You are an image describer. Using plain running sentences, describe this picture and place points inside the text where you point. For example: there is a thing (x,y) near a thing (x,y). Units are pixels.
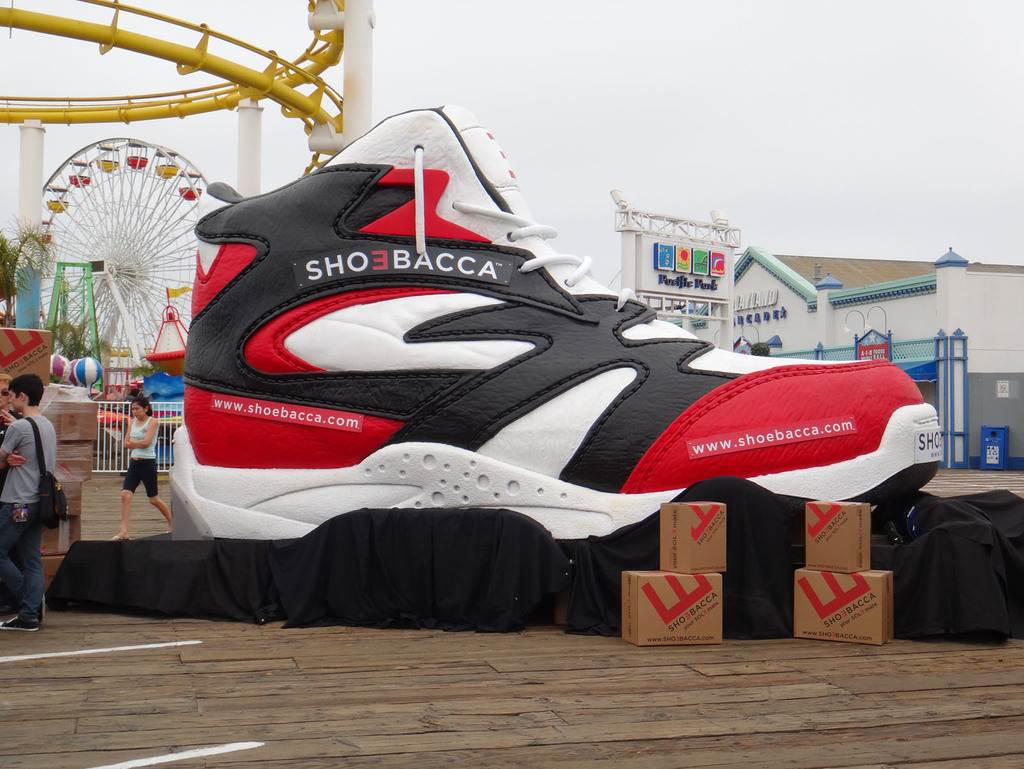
In this image, there are a few people (34,482). We can see the ground (628,748) with some objects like cardboard boxes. We can see a house (1016,409) and the giant wheel (88,246). We can also see some cloth (991,539) with a shoe (216,235) on it. We can see some yellow colored objects (250,48), a tree (1,260) and some boards (714,255). We can also see the sky (737,248). We can see the fence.
